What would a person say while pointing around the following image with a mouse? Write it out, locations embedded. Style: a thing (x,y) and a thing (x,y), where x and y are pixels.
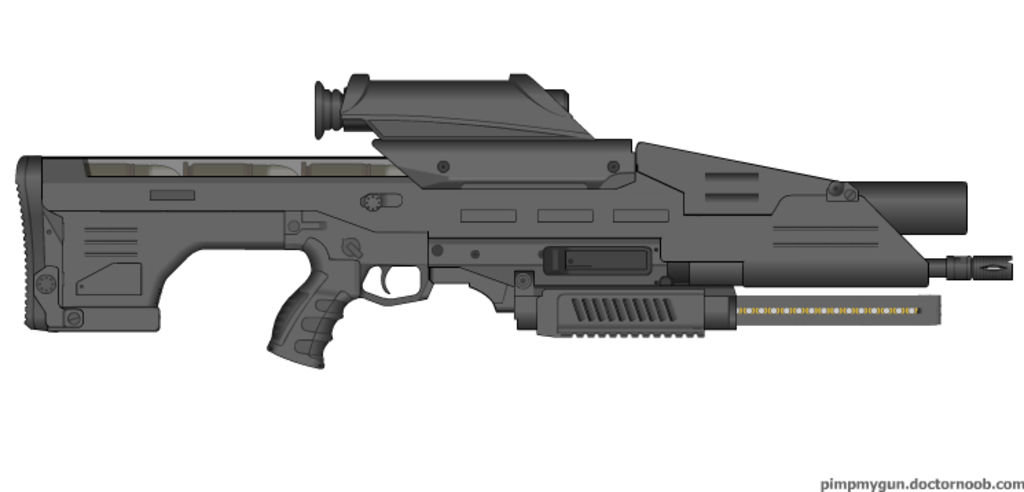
This is an animated image. I can see a rifle (507,263). At the bottom right side of the image (827,488), there is a watermark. The background (780,486) is white in color.
